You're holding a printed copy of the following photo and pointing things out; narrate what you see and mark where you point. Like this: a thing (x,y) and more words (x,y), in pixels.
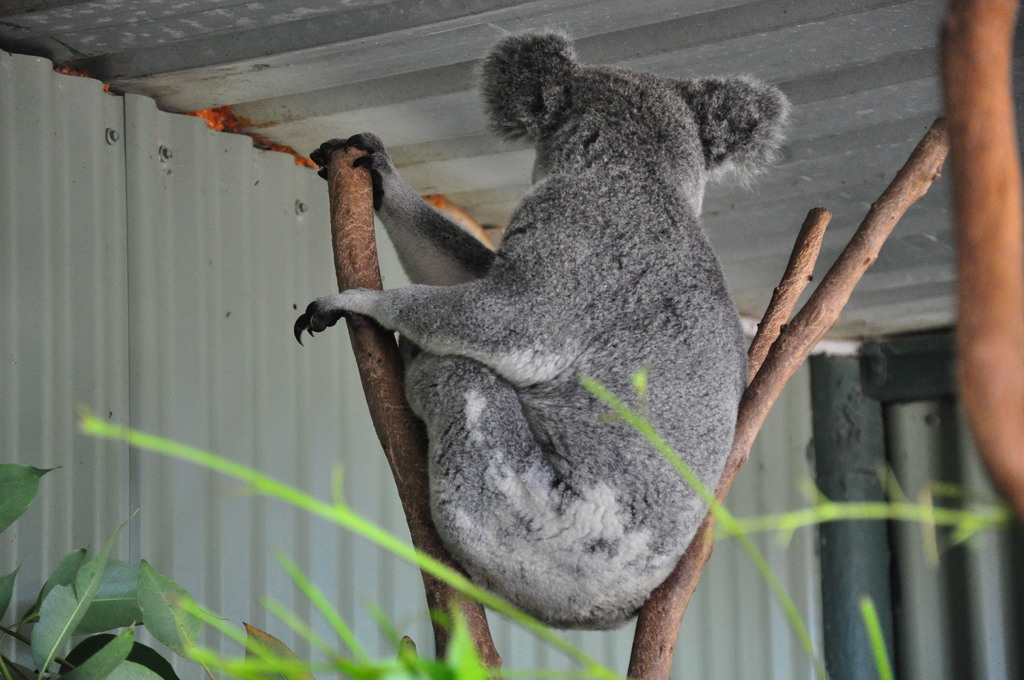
In this image I can see an animal (711,472) in between the sticks (368,331) and the animal (579,317) is in gray color, background (798,415) I can see few plants (450,638) in green color and I can also see the shed (178,253) in gray color.
